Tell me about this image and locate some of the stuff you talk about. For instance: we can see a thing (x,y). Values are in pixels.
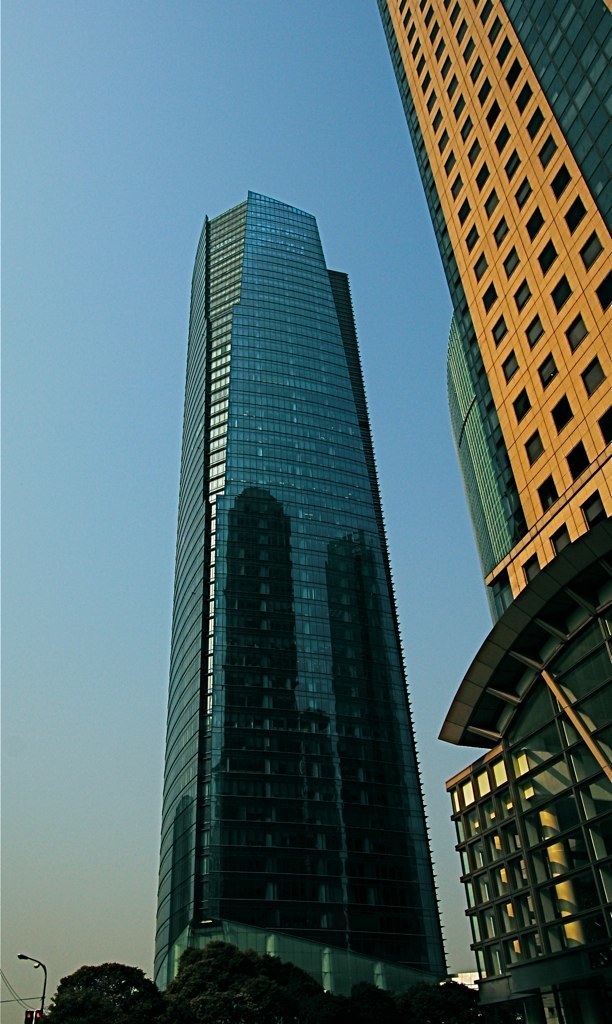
In the center of the image (291,448) buildings (569,511) are present. At the bottom of the image (266,996) we can see trees (117,987), electric light pole (43,964), wires (12,987) are there. In the background of the image (105,428) sky (118,309) is there.
